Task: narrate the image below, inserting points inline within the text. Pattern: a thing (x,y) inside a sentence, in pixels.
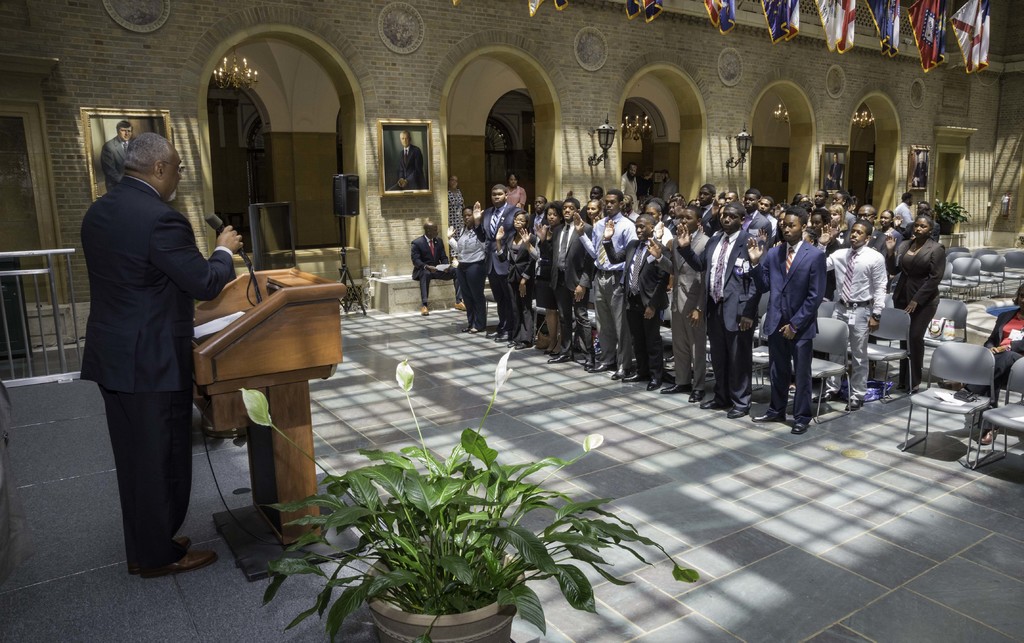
In this image we can see a person (183,321) standing near a podium (265,461). There is a plant (384,533). To the right side of the image (860,237) there are people (715,274) standing. There are chairs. In the background of the image (924,154) there are photo frames (400,132) on the walls (838,132). There are lights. At the top of the image (927,16) there are flags (917,25). At the bottom of the image (734,581) there is floor (255,617).
